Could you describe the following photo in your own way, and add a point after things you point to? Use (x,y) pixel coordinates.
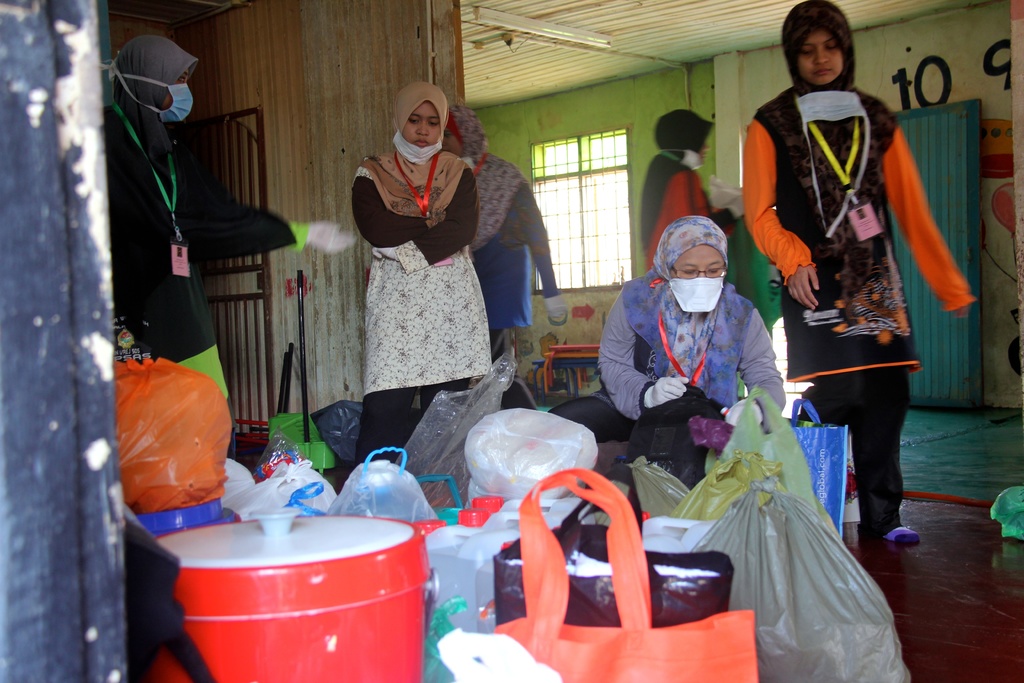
In this image, we can see some carry bags (793,584) and there are some bottles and there is a red color box (299,624), there are some people (833,317) standing, in the background (592,242) there is a wall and there is a window (577,191).
